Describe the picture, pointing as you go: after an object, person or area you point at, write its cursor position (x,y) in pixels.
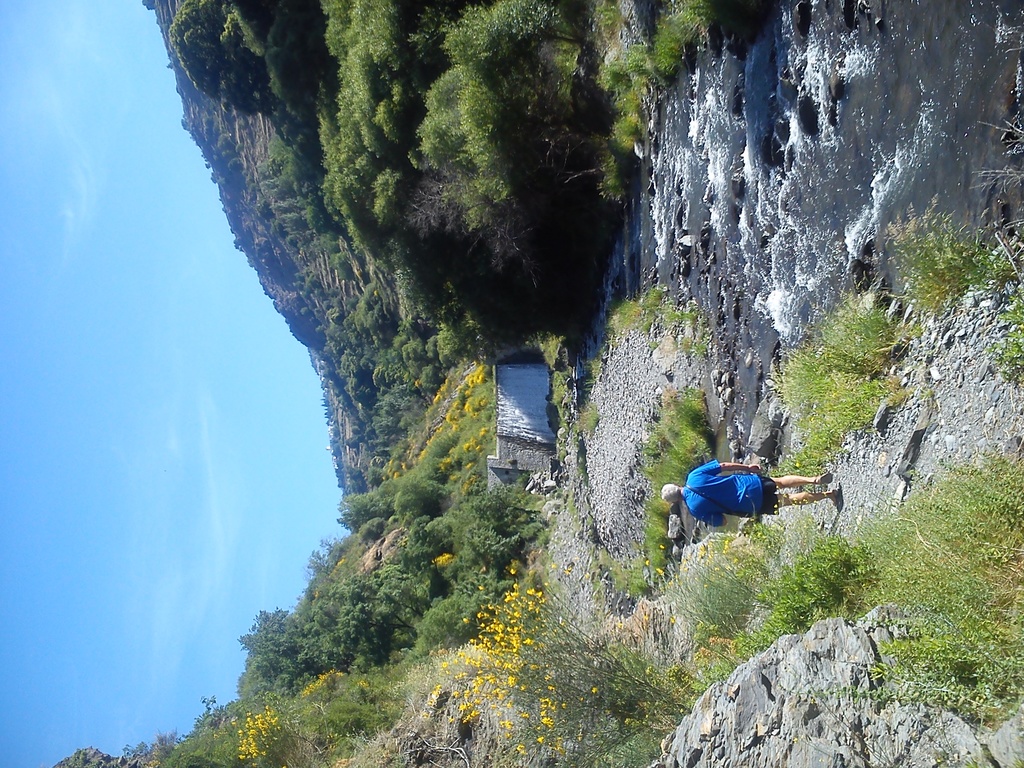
In this picture we can see a person (744,507) is walking on the walkway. At the top of the image (417,99), there are trees (474,103), a hill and water (707,148). At the bottom of the image (521,690), there are plants (561,694) and rocks (685,728). On the left side of the image (291,449), there is the sky (170,398) and an object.
